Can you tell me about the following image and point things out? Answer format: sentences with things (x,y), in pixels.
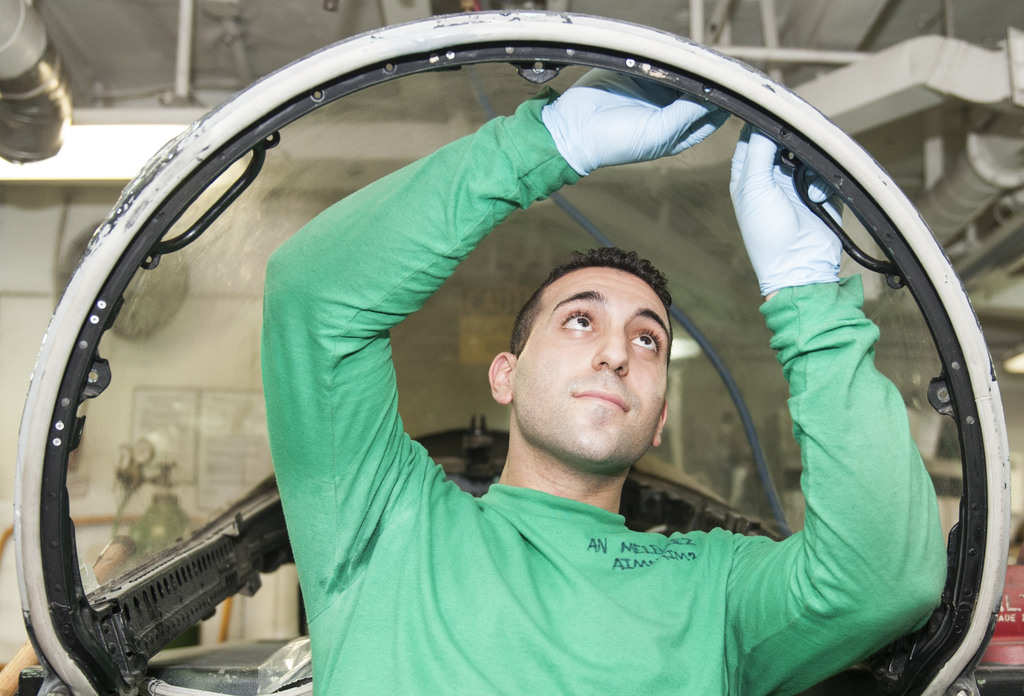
In the center of the image (377,398) we can see a man (450,563) standing and holding a canopy frame (695,82). In the background (211,266) there is a wall (451,323) and we can see pipes (52,73) at the top (17,90).
